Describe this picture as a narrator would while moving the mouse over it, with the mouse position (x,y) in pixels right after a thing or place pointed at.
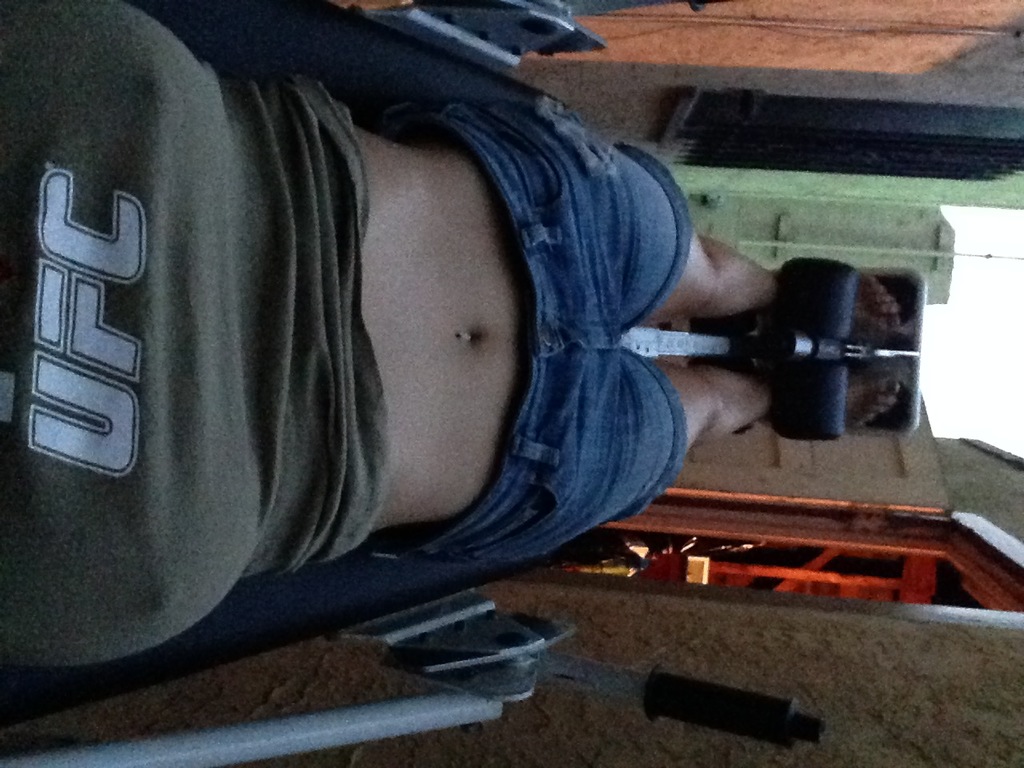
In the foreground of this image (189,404), there is a woman (442,545) lying on the gym equipment (410,620). In the background (913,603), there is a wall (834,658), an entrance (854,567), door (888,493), a pole (926,251) to the building (905,259) and the sky (1006,324).
